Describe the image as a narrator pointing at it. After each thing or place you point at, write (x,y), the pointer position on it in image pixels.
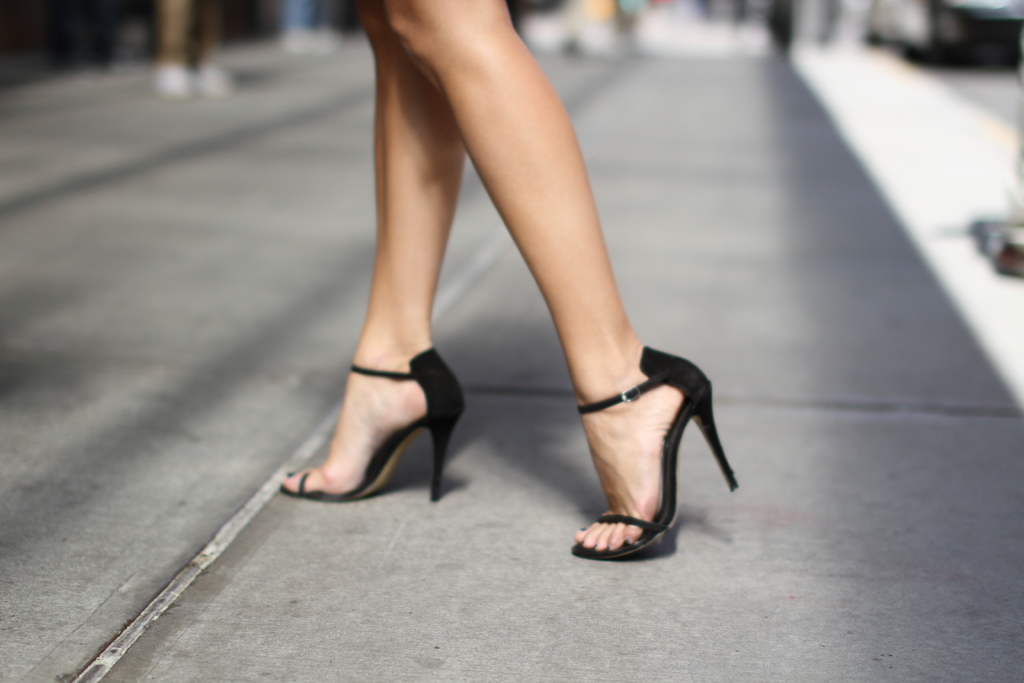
In this image in the center (584,380) there is one woman (465,93) who is walking, at the bottom (407,633) there is a walk way (723,225) and in the background (841,23) there are some objects (903,40).
